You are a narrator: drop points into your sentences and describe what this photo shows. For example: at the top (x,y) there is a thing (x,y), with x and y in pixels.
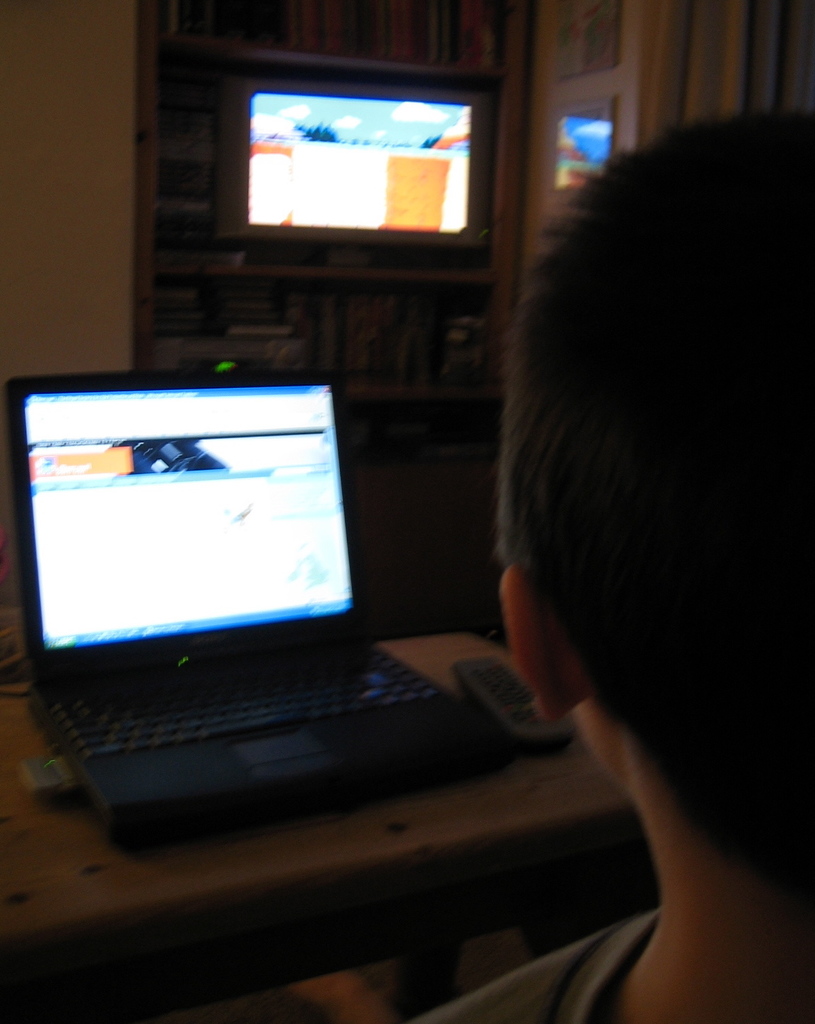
This is an image clicked in the dark. On the right side (685,799), I can see a person (657,598) is looking at the laptop (193,607) which is placed on a table (315,888). On the top of the image (376,122) I can see another screen (325,153) which is placed on a shelf (196,67).
